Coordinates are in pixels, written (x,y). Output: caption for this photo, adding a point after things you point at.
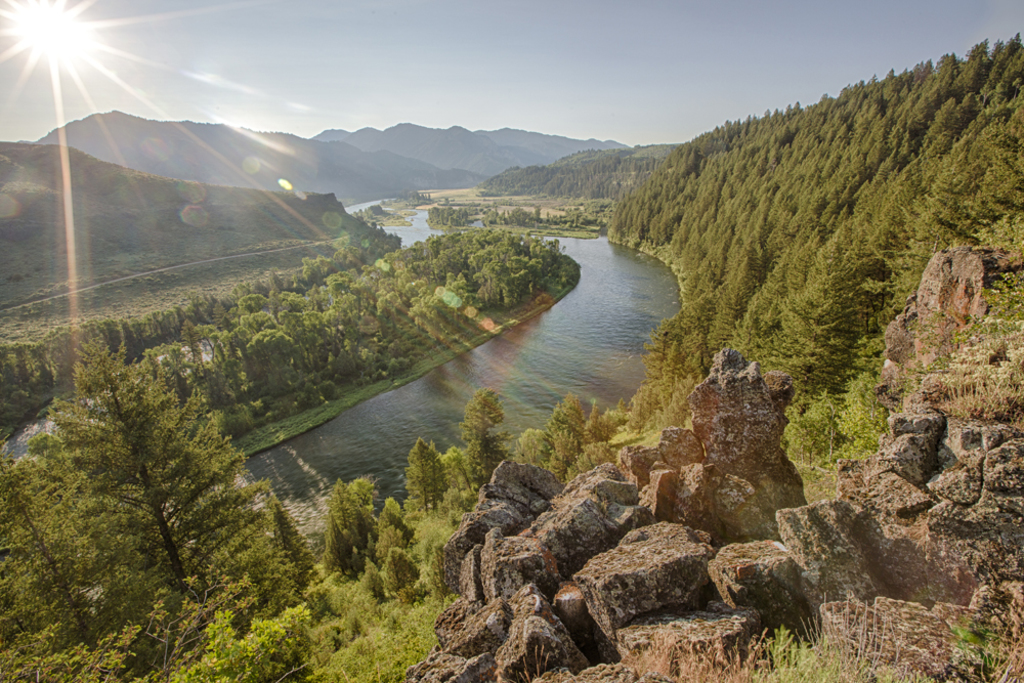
This picture is taken from outside of the city. In this image, on the right side (990,84), we can see some trees (940,80), plants (815,664), rocks (572,500). In the middle of the image (465,263), we can see some plants (447,493), trees (407,504). In the middle of the image (597,315), we can see water (543,398) in a river (669,285). On the left side (143,411), we can see some trees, plants (246,269). In the background (275,159), we can see some rocks (337,132), trees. At the top (540,54), we can see a sky (549,88) and a sun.
